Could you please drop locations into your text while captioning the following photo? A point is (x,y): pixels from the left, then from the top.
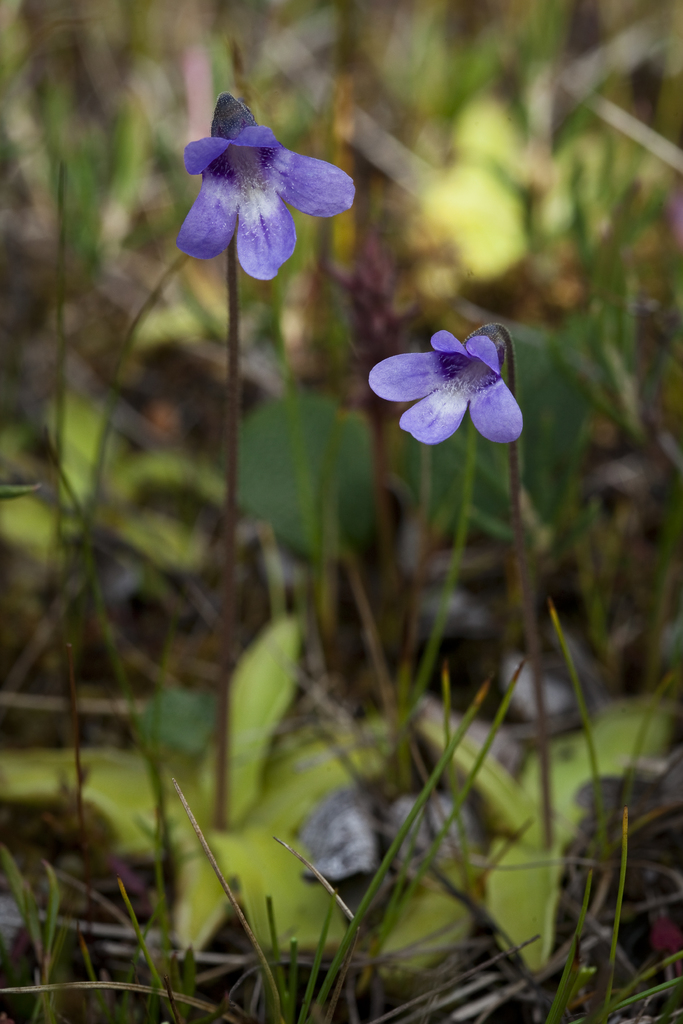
In this picture we can see flowers (263,125) and plants (363,420), also we can see blurry background (466,166).
